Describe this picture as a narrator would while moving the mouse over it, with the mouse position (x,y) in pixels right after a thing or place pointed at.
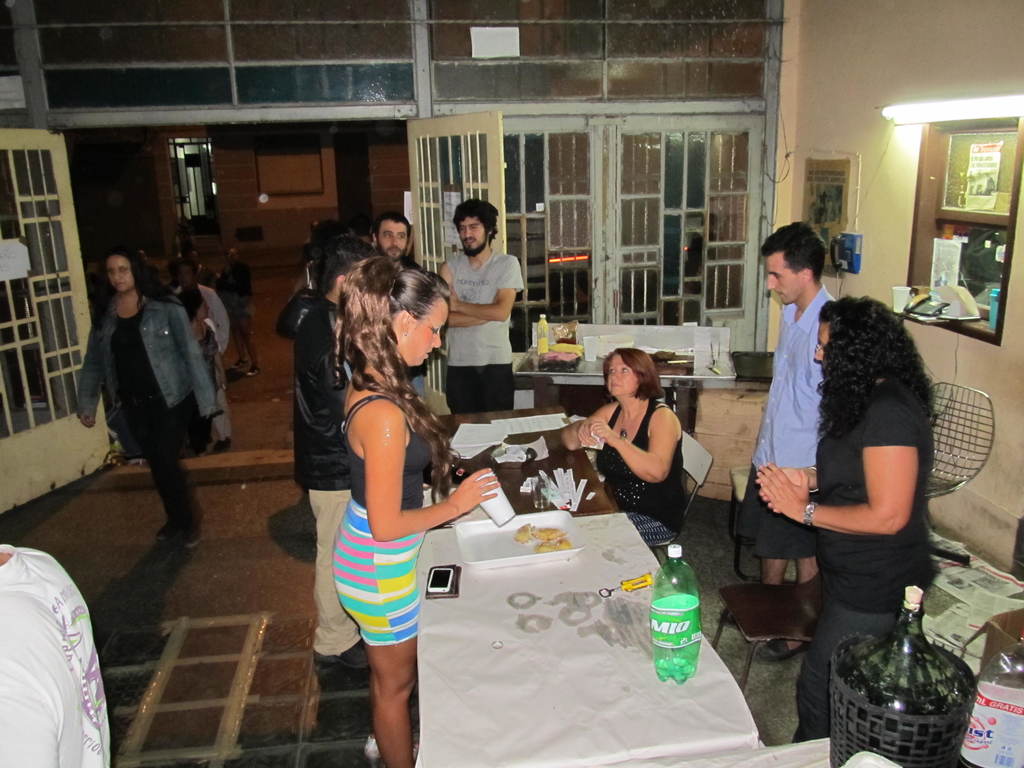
This is inside a building (1002,367). There is a table (498,609) in the middle of the image (510,485). Beside the table (531,613) few persons (402,398) are standing. On the right side of the table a lady (635,440) is sitting on the chair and two persons (843,451) are standing by. On the table (647,655) there is a bottle (685,624), phone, paper (519,584), food (553,533). On the background of the image (647,253) there are windows (634,173), And a door (444,202). From the door (15,174) we can see the street view (266,323), and another building (252,169). On the right side (925,104) there is a light (946,112) under that there is a window (945,203). this is the floor (218,651).
